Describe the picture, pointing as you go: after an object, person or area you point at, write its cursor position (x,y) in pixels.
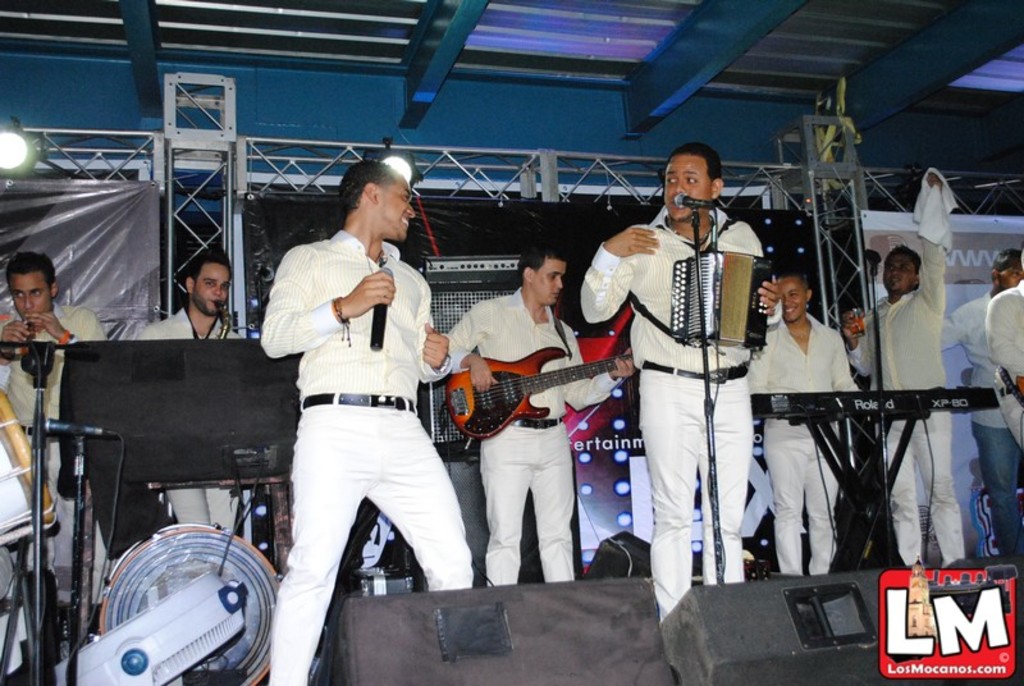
It looks like a music concert, all the people (317,288) are standing in the image many of them are playing different musical instruments (748,318) accordion (728,317), piano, guitar (528,365), some of them singing, in the background (235,160) there are iron rods (200,137) and blue color wall (585,115).
